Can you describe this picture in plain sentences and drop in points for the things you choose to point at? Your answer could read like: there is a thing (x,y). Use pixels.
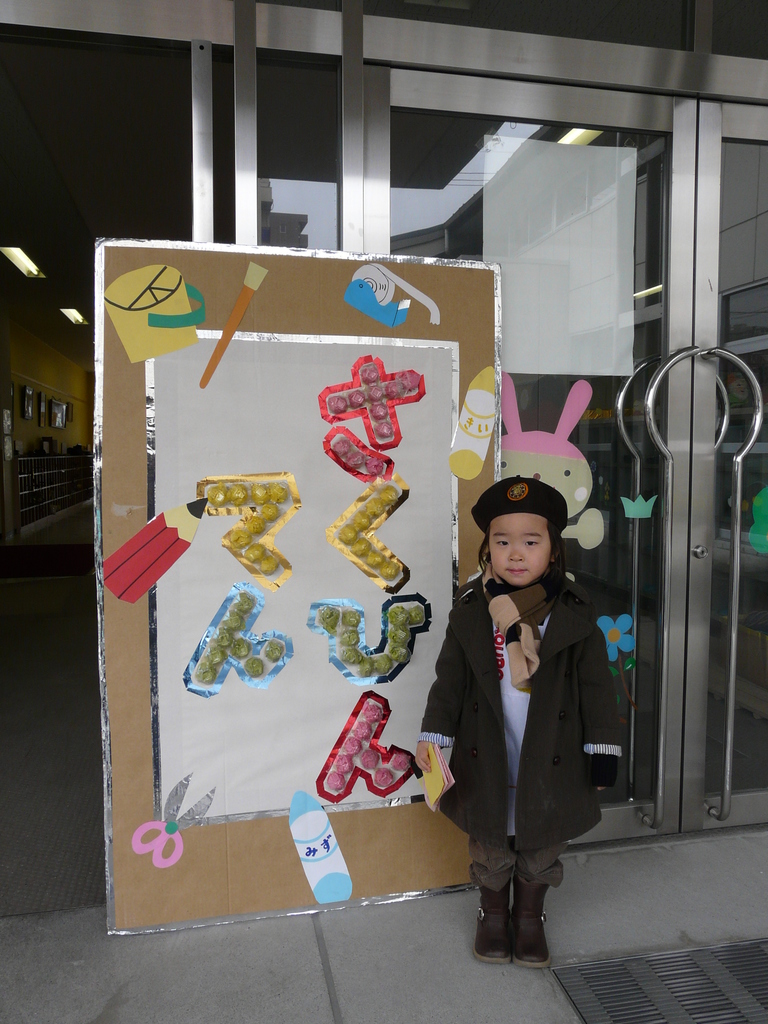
In this image there is a kid (495,912) standing on the floor (496,992) having a board (288,612). On the board (347,374) there is some painting (286,523). Left side (55,419) few frames (43,417) are attached to the wall (37,410). Few lights (29,275) are attached to the roof (65,299). Few objects (50,483) are on the floor (44,530). The kid (516,510) is wearing a cap (526,497). He is holding few papers (443,781) in his hand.
